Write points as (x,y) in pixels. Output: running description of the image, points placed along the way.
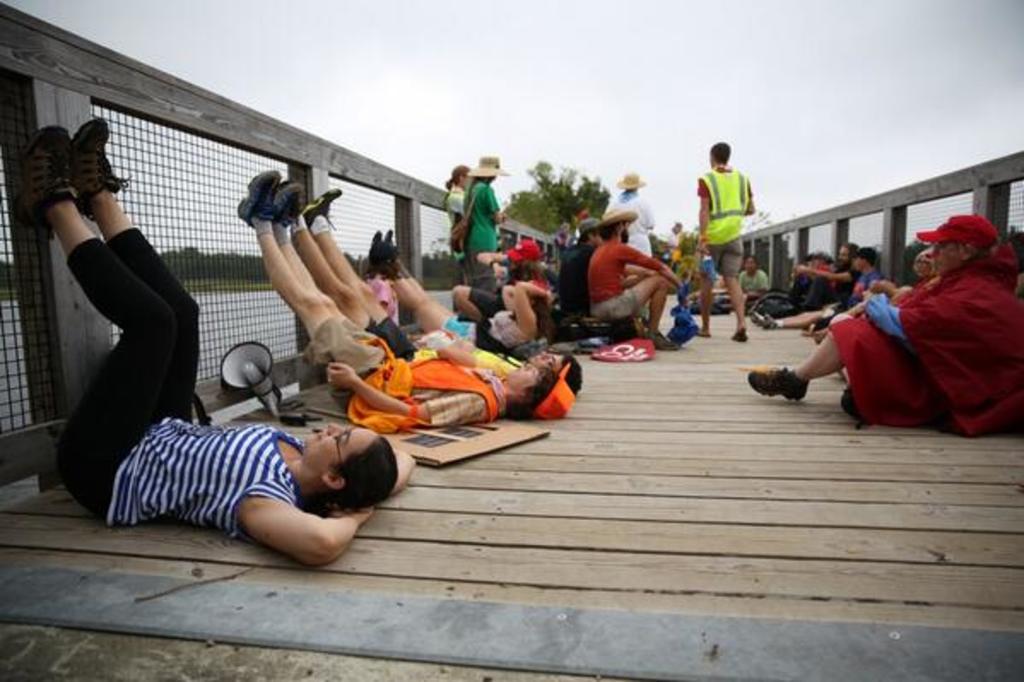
In this picture we can see a group of people (274,515) where some are lying and some are sitting and some are standing on a platform (612,453), loudspeaker (276,393), fences (428,201), trees (533,215) and in the background (581,97) we can see the sky (550,158).
